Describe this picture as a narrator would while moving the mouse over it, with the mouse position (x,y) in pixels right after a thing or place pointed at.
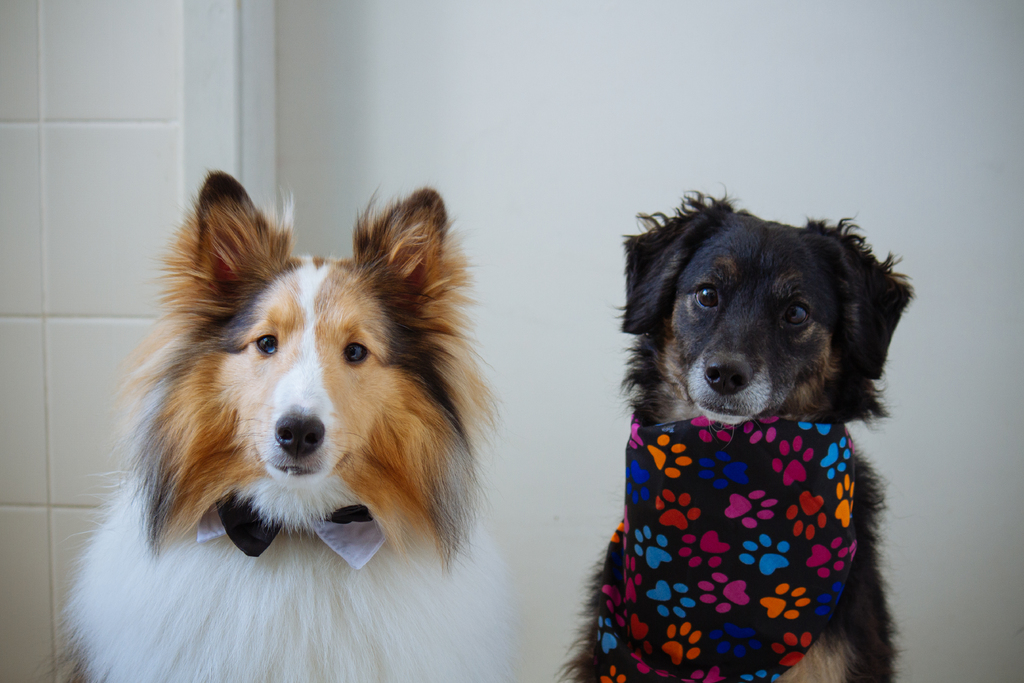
Here I can see two dogs (385,319) are looking at the picture. In the background (374,53) there is a wall (263,82).
